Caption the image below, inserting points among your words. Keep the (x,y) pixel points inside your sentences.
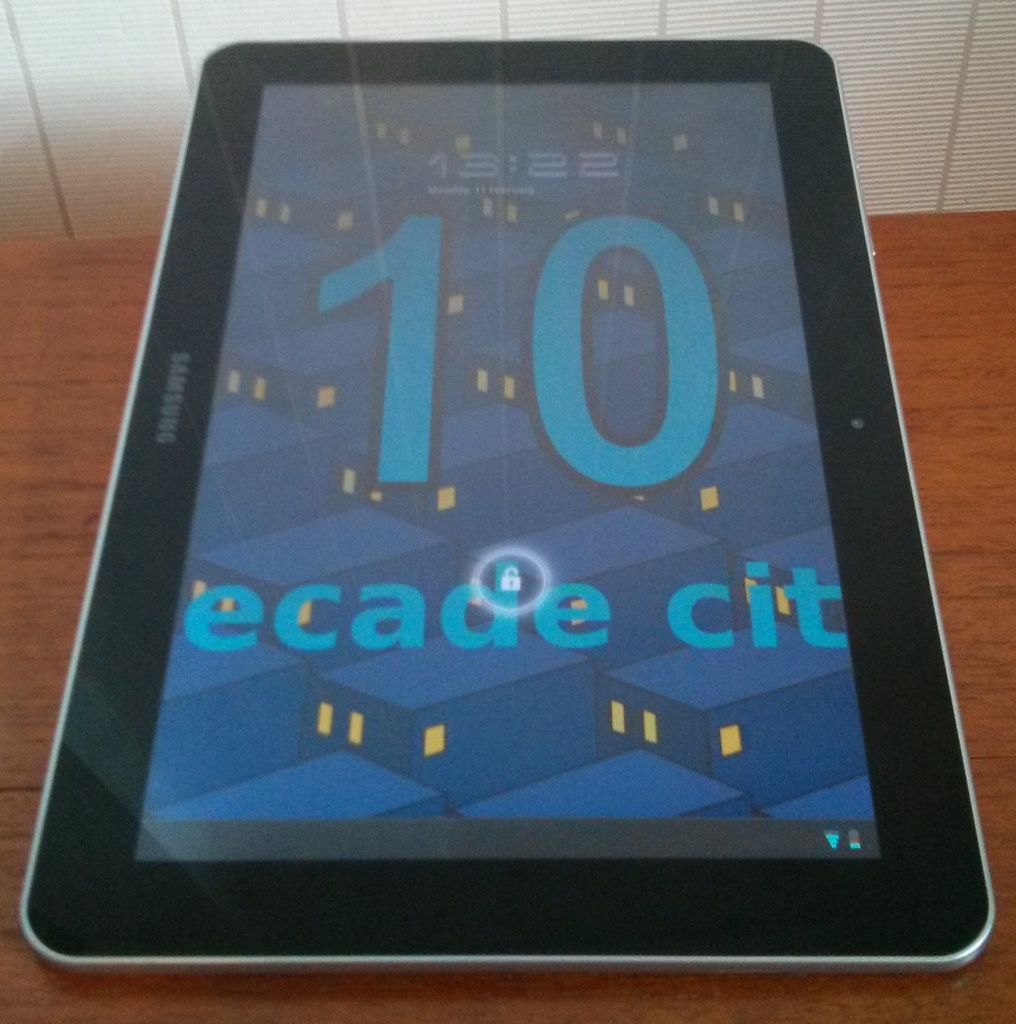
In this picture we can see a tab (571,872) placed on a wooden table (974,340) and in the screen (431,246) of a tab (345,589) we can see time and some text (806,590).
